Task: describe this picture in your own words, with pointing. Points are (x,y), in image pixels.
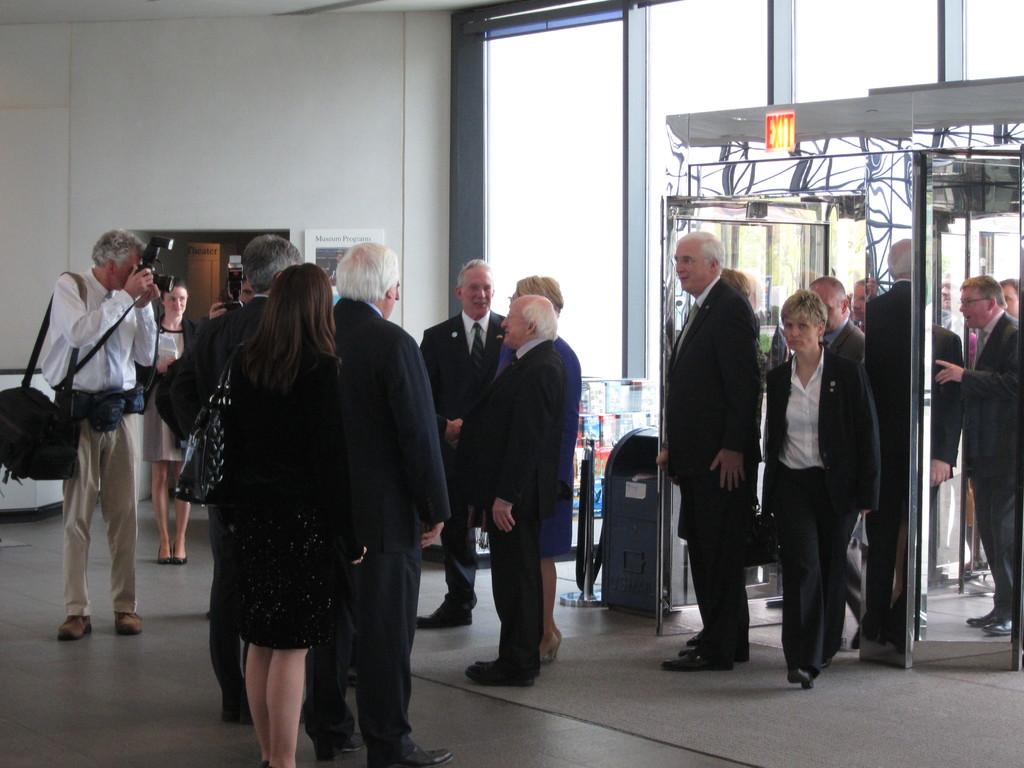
This image consists of many people (384,362) wearing black suits (466,507). At the bottom (540,722), there is a floor (523,703). In the background (66,68), there is a wall (103,127) along with a door (970,260).
